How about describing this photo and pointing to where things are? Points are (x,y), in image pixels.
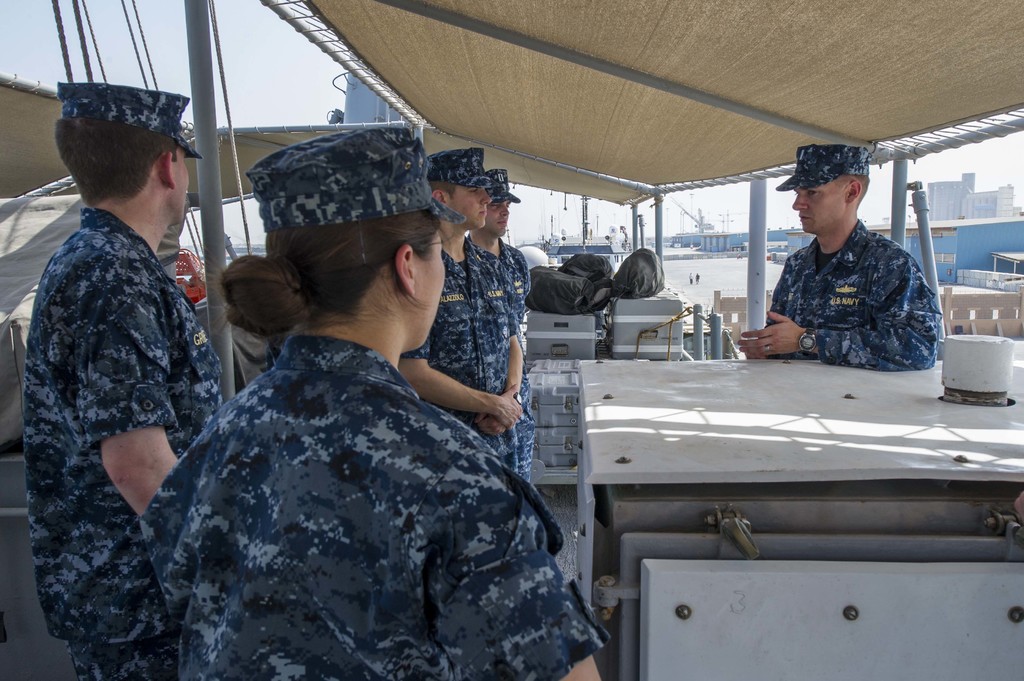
In the image there are few people (101,147) with caps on their heads (120,144). Behind them there are few boxes (570,317), black covers (596,286) and some other items (183,247). At the top of the image (689,164) there is roof (244,143) and also there are poles (193,60) and rods (747,179). In the background (1012,222) there are containers (805,238), cranes (696,218) and some other items (716,242).
